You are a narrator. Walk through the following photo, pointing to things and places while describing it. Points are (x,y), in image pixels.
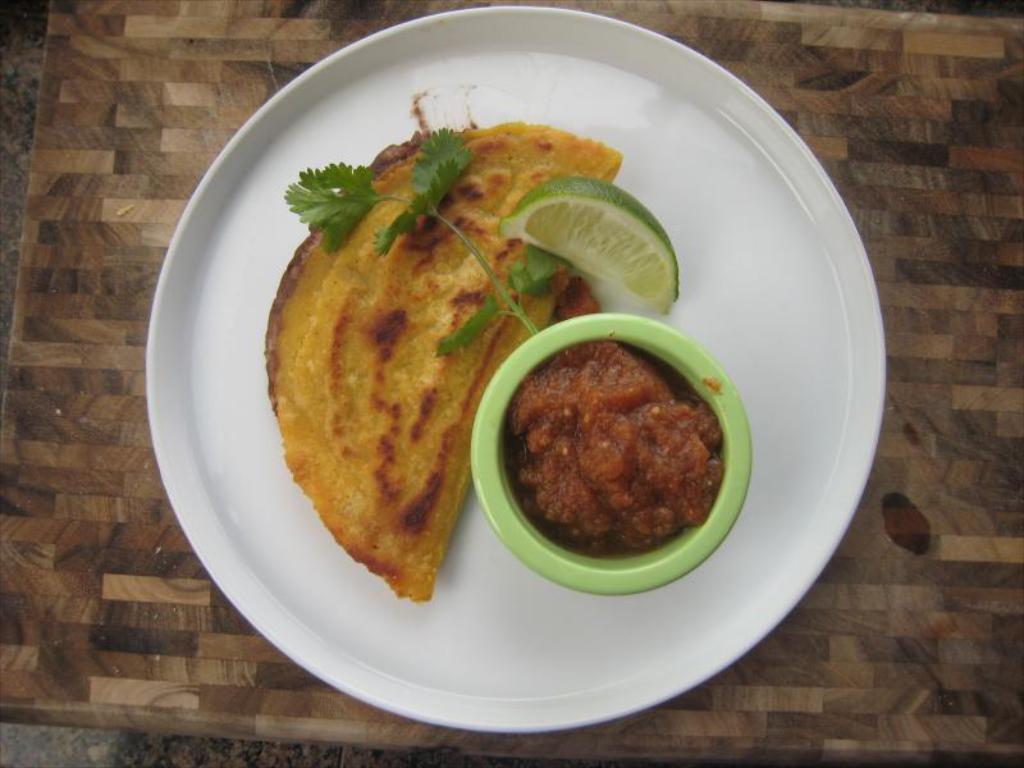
In this image, we can see a food item (398,261) and a lemon (634,239) along with sauce (644,456) in the plate (608,292), which are placed on the table (950,237).
